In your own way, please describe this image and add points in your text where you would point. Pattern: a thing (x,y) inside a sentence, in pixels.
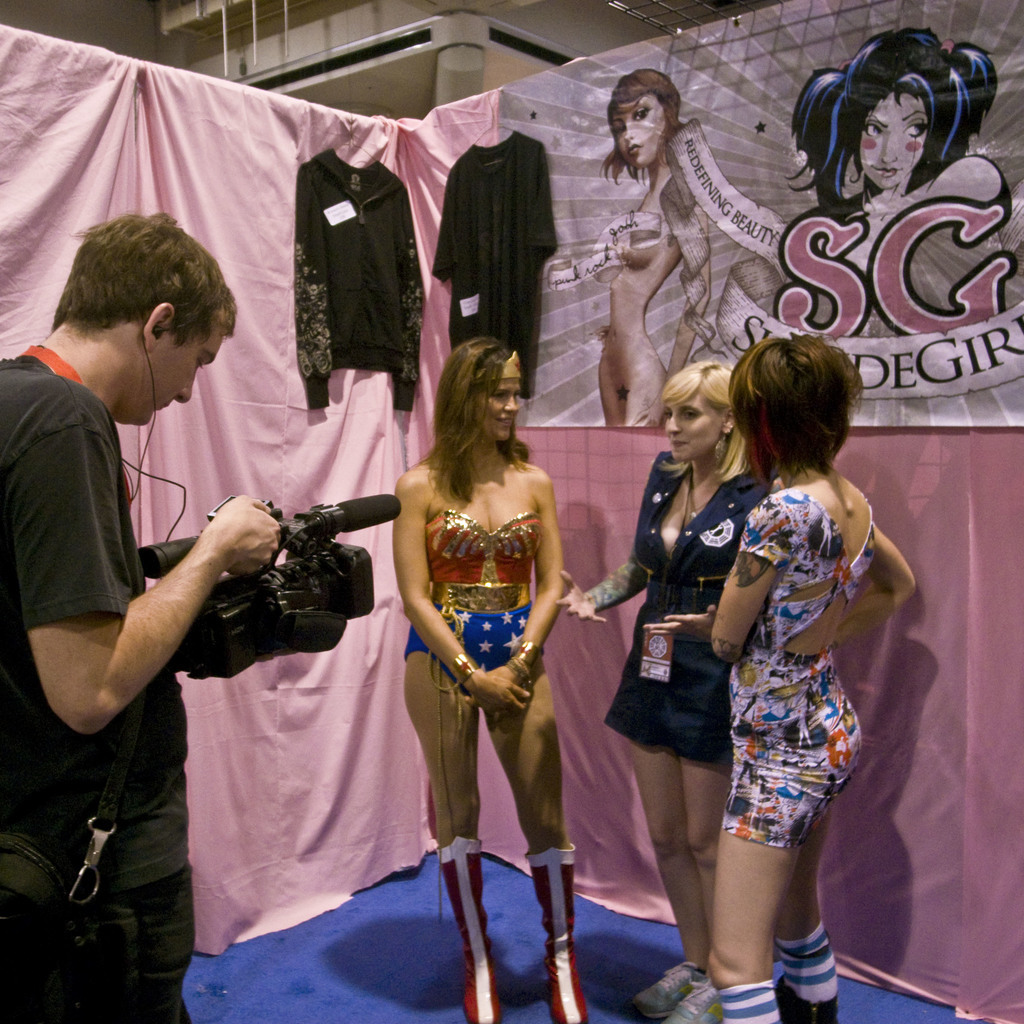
Here in this picture in the middle (546,535) we can see a woman (504,538) wearing in a costume (511,612) standing over there and beside her we can see two women (671,605) standing and the woman (682,593) in the middle (657,589) is speaking something and we can also see she is wearing ID Card (658,660) on her and on the left side (158,621) we can see a man (76,601) standing with a video camera (190,673) in his hand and capturing them and behind them on the wall (529,435) we can see a banner (1009,358) present and on the left side (60,164) we can see a curtain (536,450) present and we can see some clothes (359,271) hanging on the curtain (82,142) over here.
